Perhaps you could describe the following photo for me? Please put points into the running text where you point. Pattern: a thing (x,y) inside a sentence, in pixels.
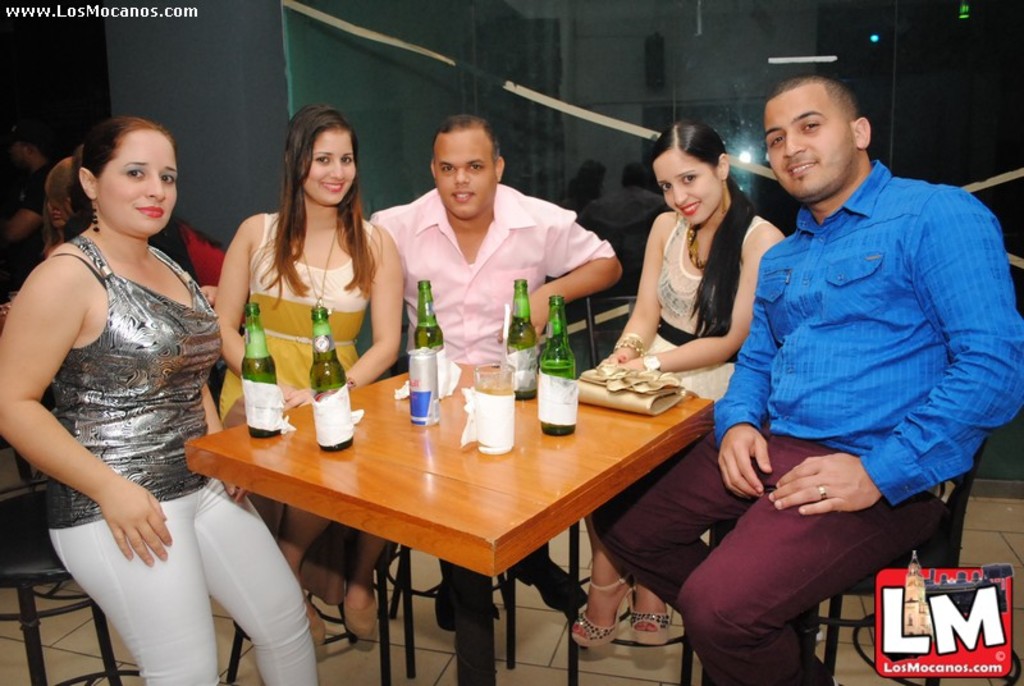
In this picture some people (91,508) are sitting on the chairs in front of them there is a table (453,491) on the table (350,471) there is a bottles (345,410) glasses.
